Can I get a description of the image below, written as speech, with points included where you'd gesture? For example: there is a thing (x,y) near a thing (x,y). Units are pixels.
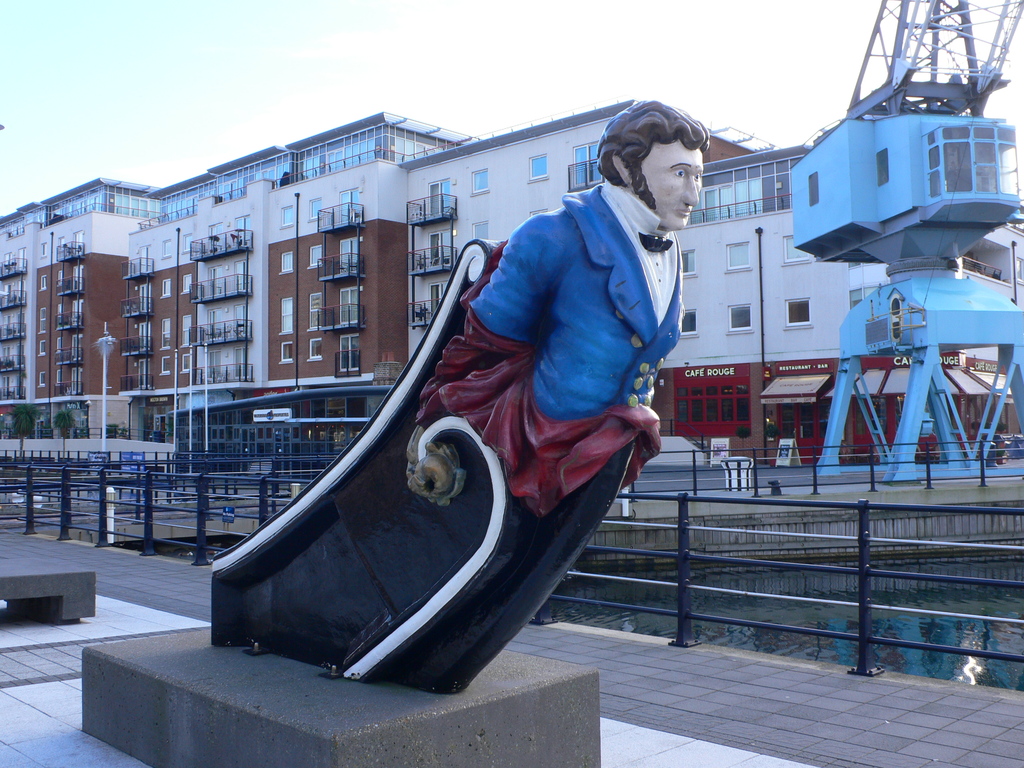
In this picture we can see a statue (343,643) on the platform (295,668), water (850,607), fences (690,612), poles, trees (19,426), buildings (434,239) with windows (735,251), some objects (913,233) and in the background (394,65) we can see the sky (300,65).
